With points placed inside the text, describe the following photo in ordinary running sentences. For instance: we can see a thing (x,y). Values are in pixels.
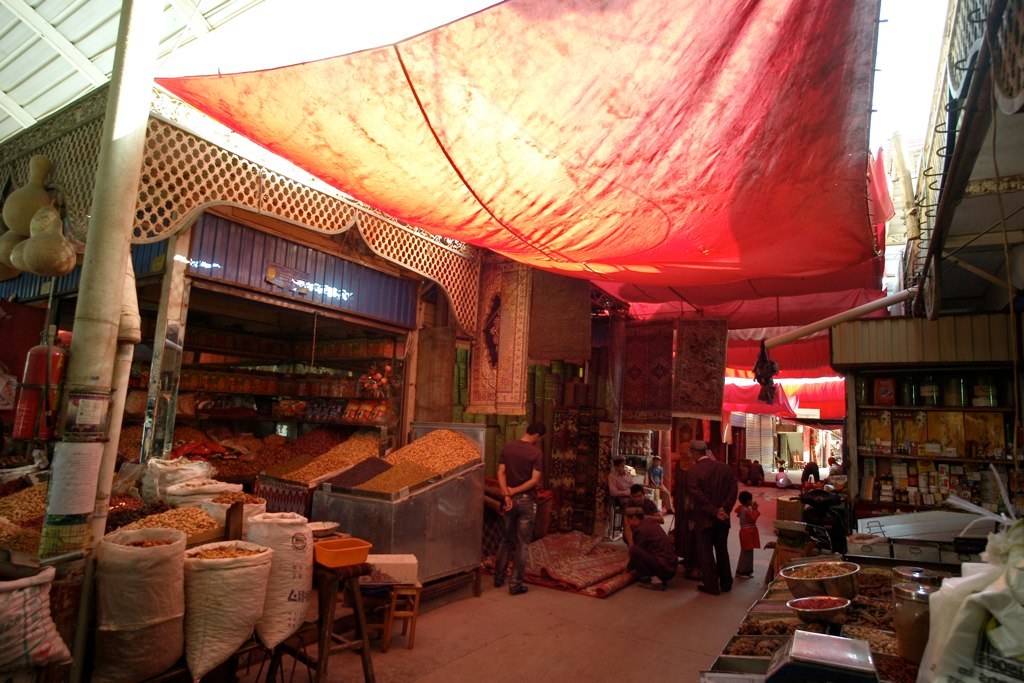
In this image I can see few bags (246,543) with few objects (167,545) in them, few metal containers (369,526) with few objects (378,470) in them, few pots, the fire extinguisher (56,408), a pillar (92,240), the ceiling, a red colored cloth (418,191) tied in the top (603,154), few persons (665,576) standing, few racks (326,389) with few objects (334,390) in them, few glass jars (921,599) and few bowls (820,586) with few objects (842,567) in them. In the background (900,104) I can see the sky (897,122).
